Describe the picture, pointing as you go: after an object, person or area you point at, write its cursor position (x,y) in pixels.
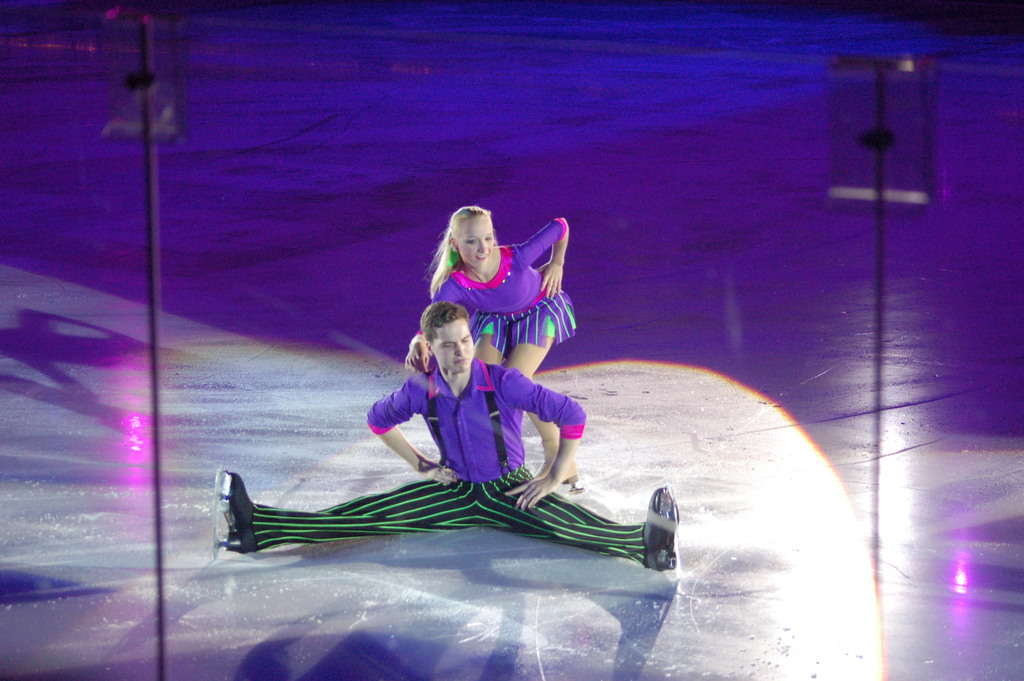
In this image we can see a man (443,449) and a woman (518,288) wearing costumes (487,312) and performing on the ice rink (716,307).
